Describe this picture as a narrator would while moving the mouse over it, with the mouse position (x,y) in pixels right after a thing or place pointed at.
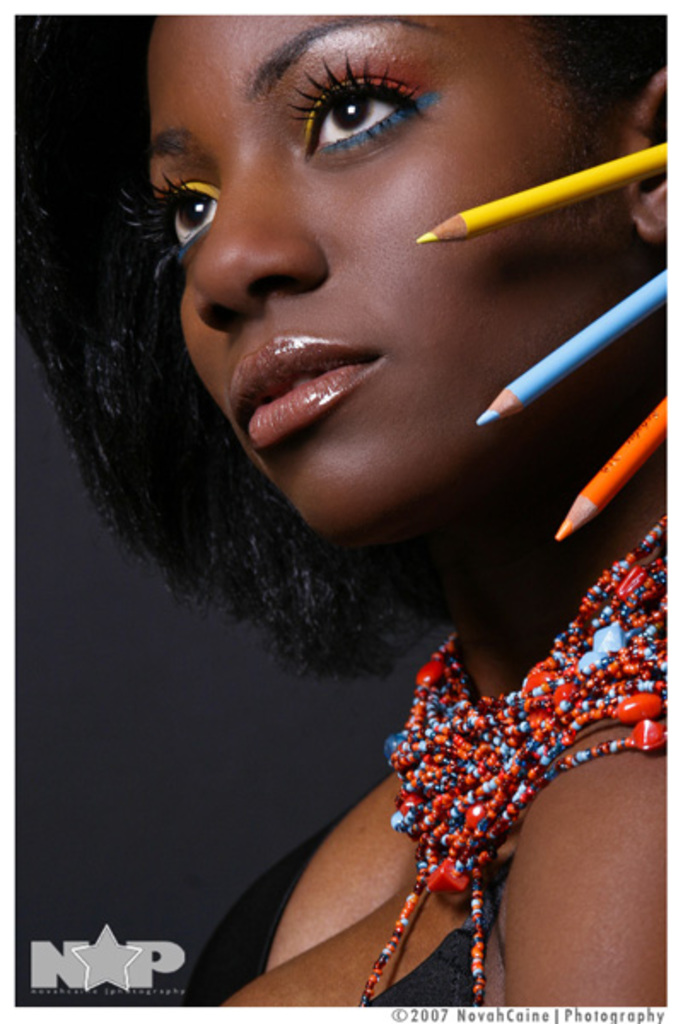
As we can see in the image there is wall (145,672), a woman (278,875) wearing black color dress (278,875) and there are color pencils (629,454).
